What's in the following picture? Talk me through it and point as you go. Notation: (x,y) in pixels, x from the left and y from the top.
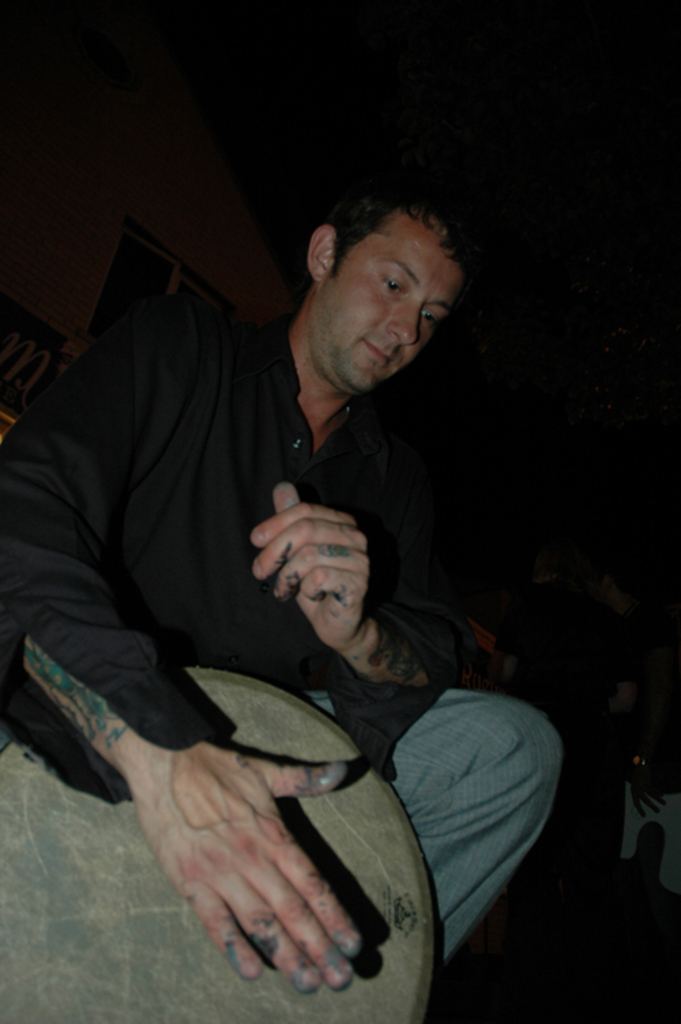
This picture shows a man (133,784) playing a drum (192,1011).
